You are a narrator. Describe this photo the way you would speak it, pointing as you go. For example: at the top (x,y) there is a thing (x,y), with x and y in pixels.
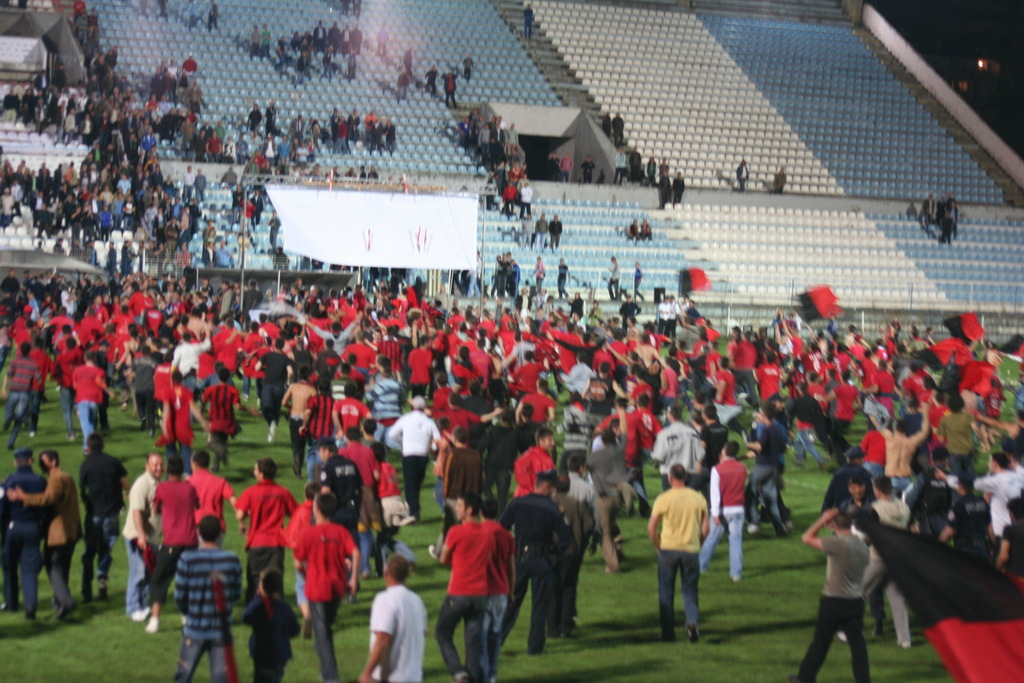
In this image we can see one stadium (30,141), some people (485,368) walking on the ground (52,628), one light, some grass (431,557) on the ground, some people (376,618) are standing, some people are sitting, one white banner (350,196) attached to the poles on the ground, some people (862,357) are holding objects (964,323) and some objects (967,554) on the ground (63,454).
